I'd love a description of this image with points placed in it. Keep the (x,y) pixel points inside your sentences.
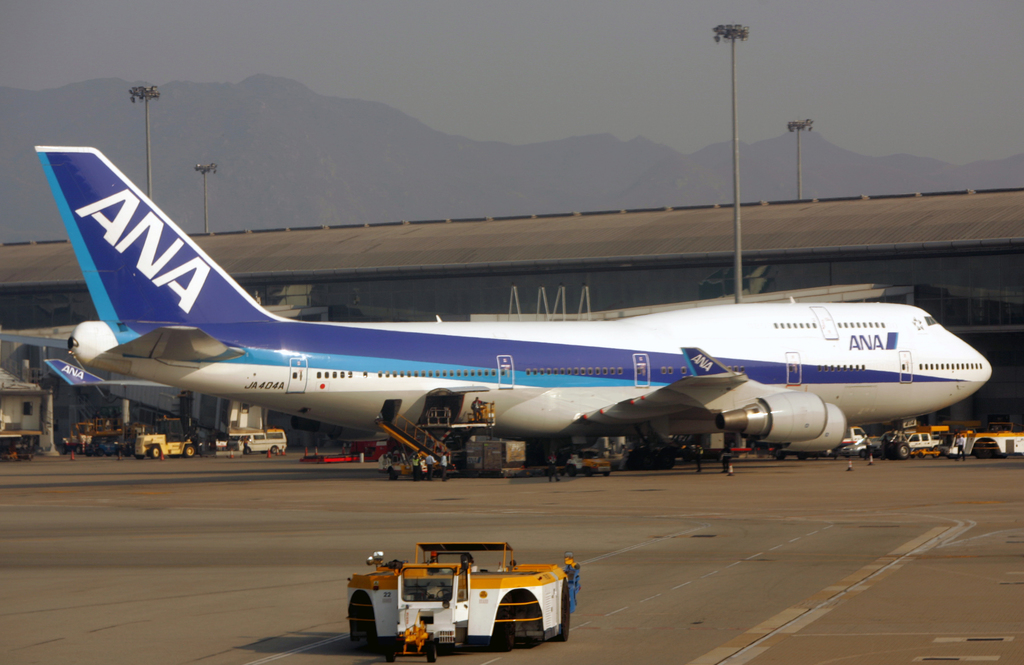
In this image I can see an aircraft (586,425) in white, blue and purple color. I can see few vehicles (383,465), few people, stairs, light poles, mountains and few objects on the ground (612,632).
